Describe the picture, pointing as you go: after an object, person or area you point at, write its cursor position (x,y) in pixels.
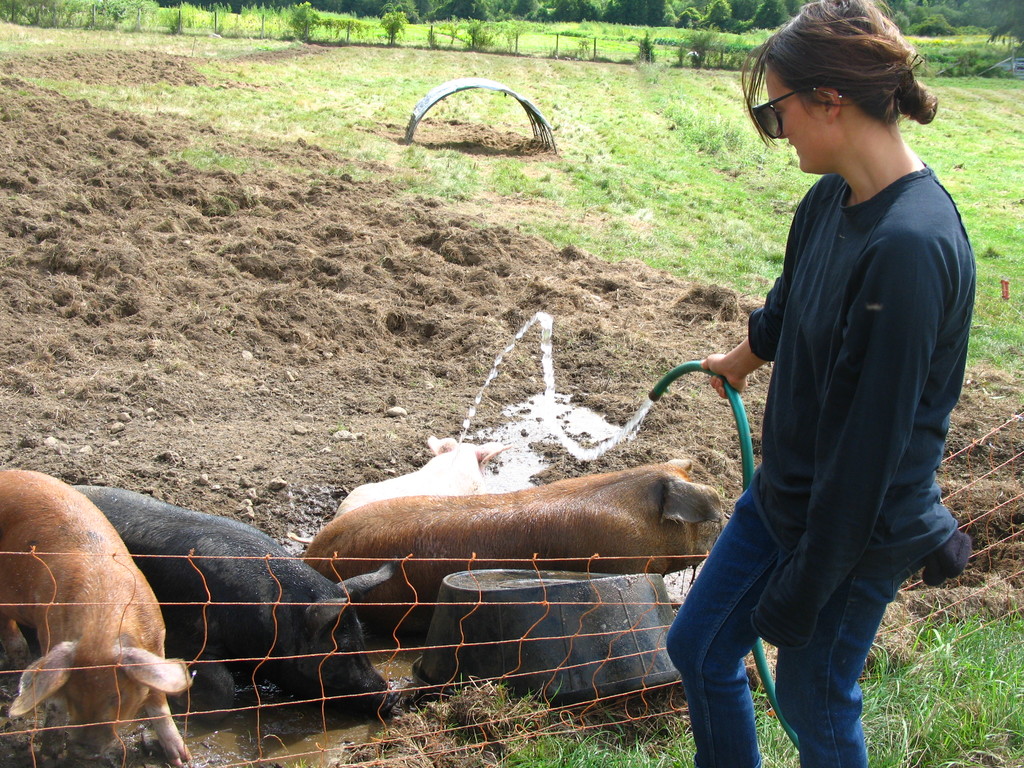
In this image I can see the person (907,271) wearing the blue color dress (834,501) and also goggles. I can see the person (848,494) holding the water pipe (730,393). To the side of the person (915,283) there are few animals (244,588) which are in brown, black and white color. In the background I can see many trees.
